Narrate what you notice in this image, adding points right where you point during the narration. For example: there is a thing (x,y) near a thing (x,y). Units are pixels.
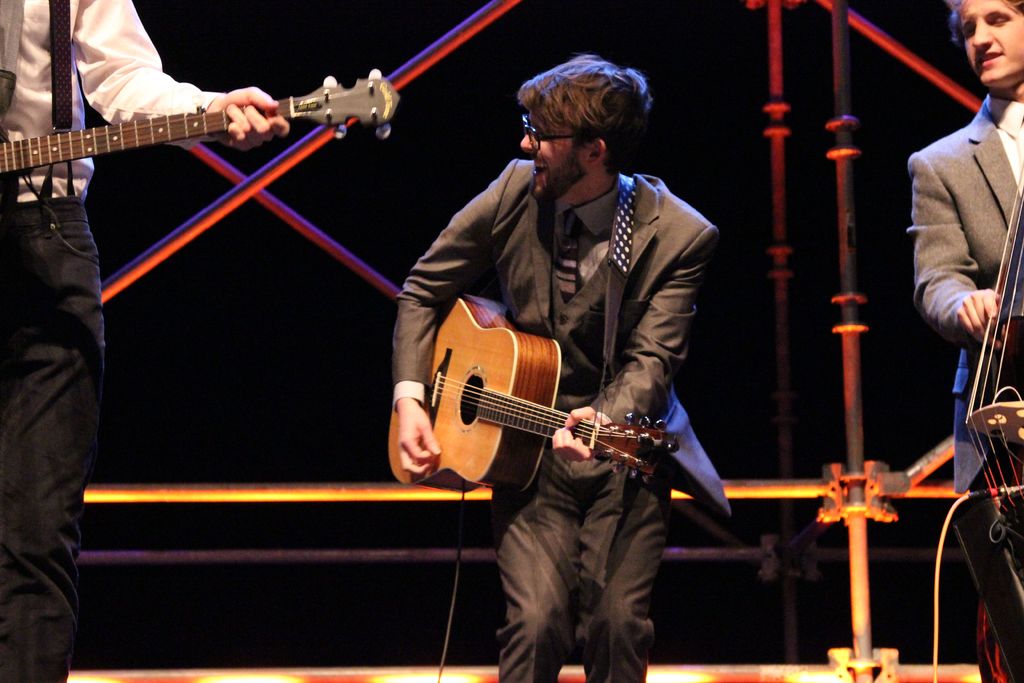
In this image there are three people (640,340). The man (664,415) in the center (562,415) is dancing and holding a guitar (527,416) in his hand (574,424). On the left side (92,128) the man (74,126) is holding a guitar (68,137). On the right (975,148) there is another man (961,147).
